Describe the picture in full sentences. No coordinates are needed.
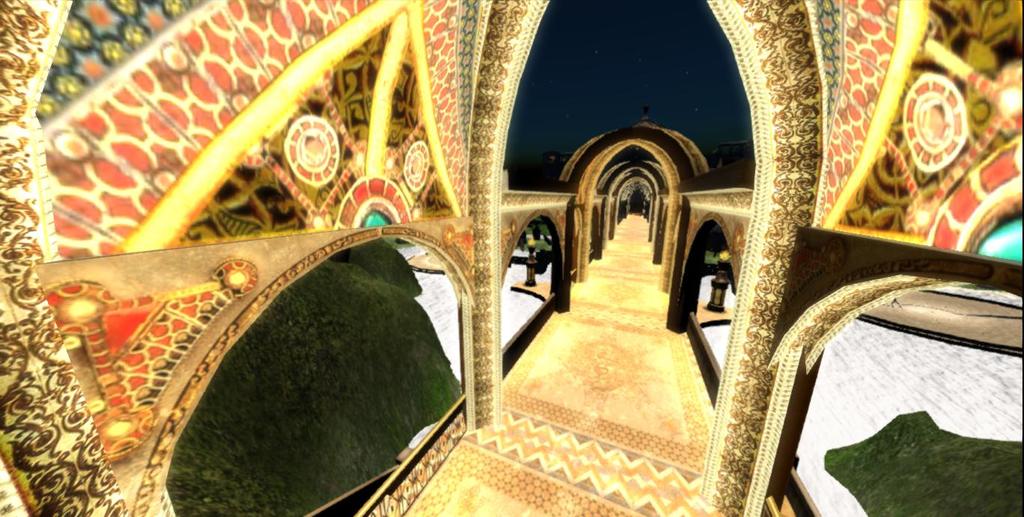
In this picture I can see a graphical image.
